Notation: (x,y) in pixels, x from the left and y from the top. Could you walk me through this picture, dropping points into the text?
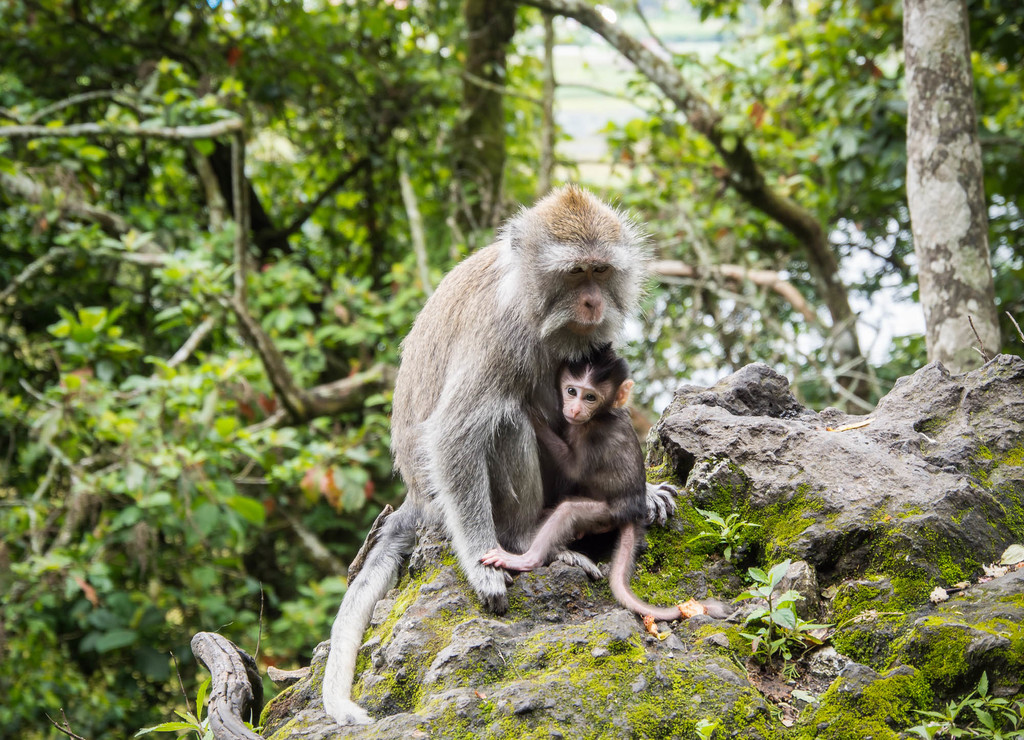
In this picture we can see two monkeys (520,439) here, in the background (701,183) there are some trees (454,151).
